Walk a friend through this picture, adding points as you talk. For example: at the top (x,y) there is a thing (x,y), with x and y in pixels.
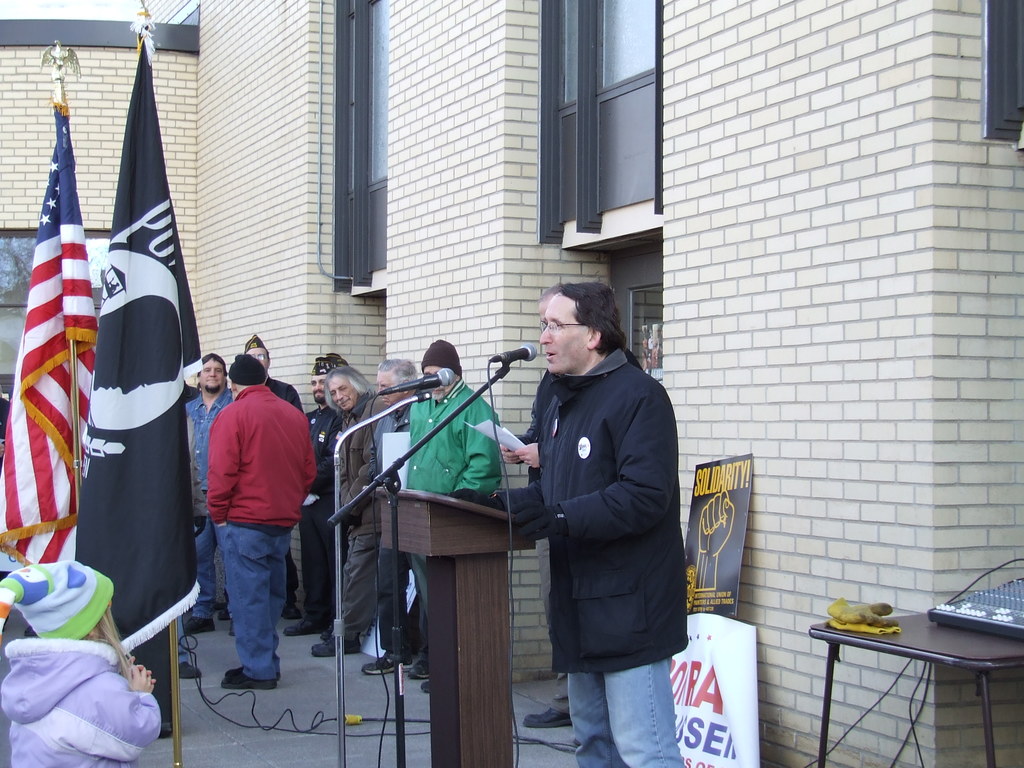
As we can see in the image there are buildings (714,149), flags (73,185), mics (504,369), banner (718,520), table (924,643) and few people (580,391) here and there.
